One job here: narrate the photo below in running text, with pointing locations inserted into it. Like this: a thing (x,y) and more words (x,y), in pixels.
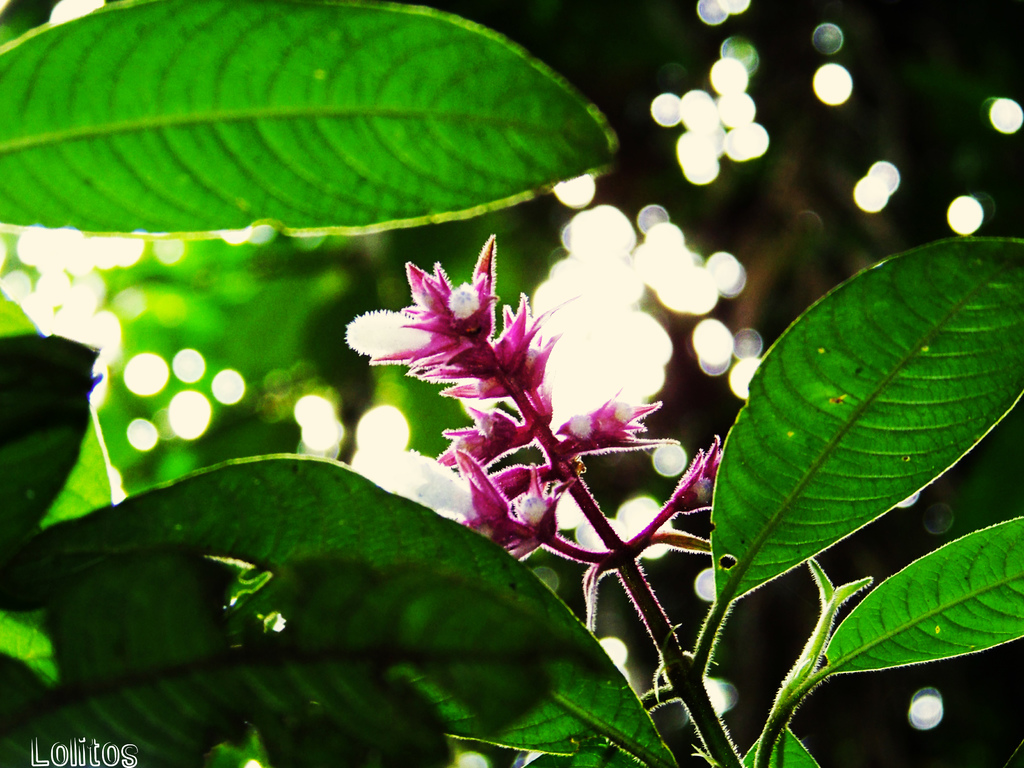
In this picture we can see some flowers (504,379) and leaves (622,704) to the stem (778,710).
